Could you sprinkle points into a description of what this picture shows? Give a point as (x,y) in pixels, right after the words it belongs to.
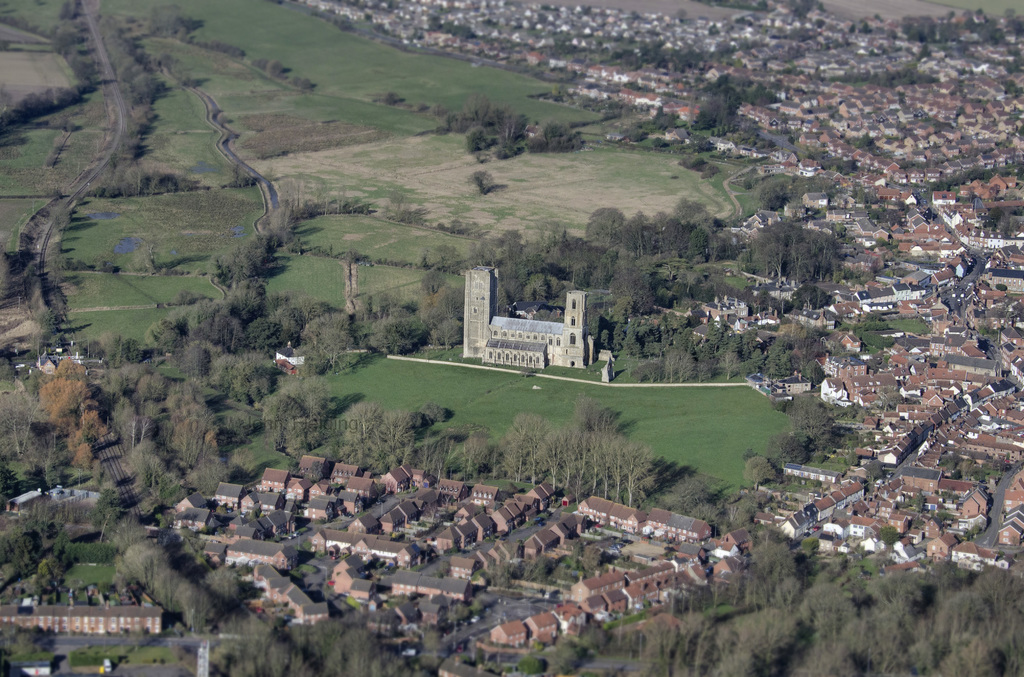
In the image there are many houses (589,27) with roofs (939,386). And also there are many trees (634,306) and plants (434,318). On the ground (327,152) there is grass (327,152).
